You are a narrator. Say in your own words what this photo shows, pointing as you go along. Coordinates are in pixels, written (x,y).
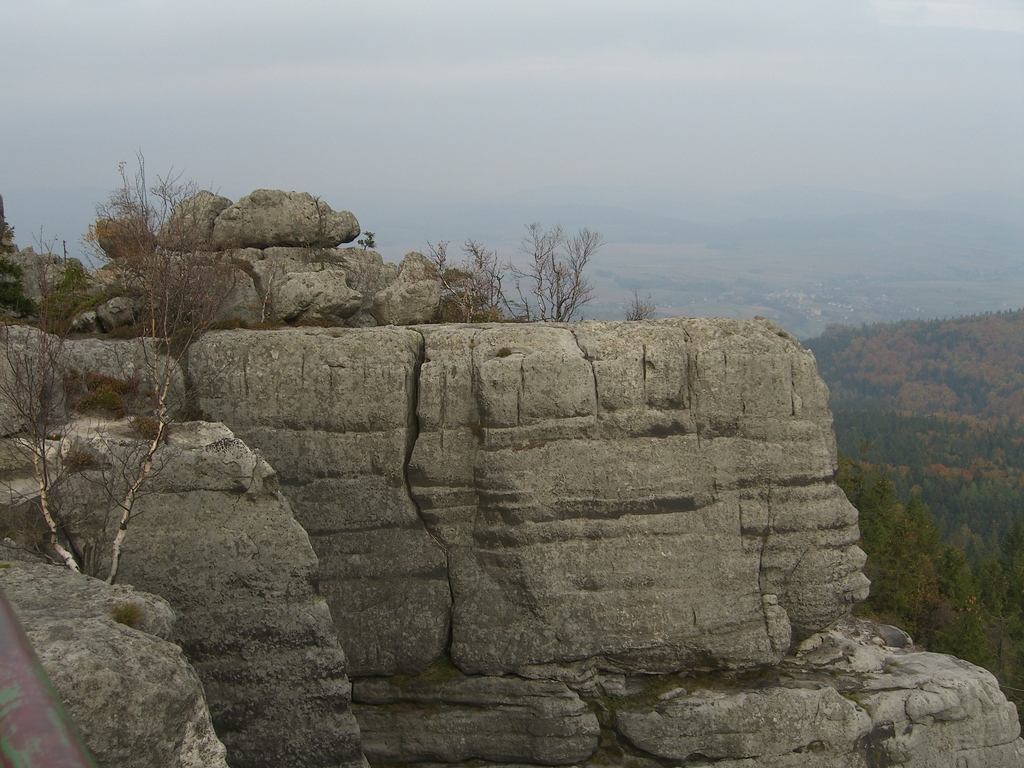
As we can see in the image there are hills (893,364), trees (882,378) and sky (514,125).
